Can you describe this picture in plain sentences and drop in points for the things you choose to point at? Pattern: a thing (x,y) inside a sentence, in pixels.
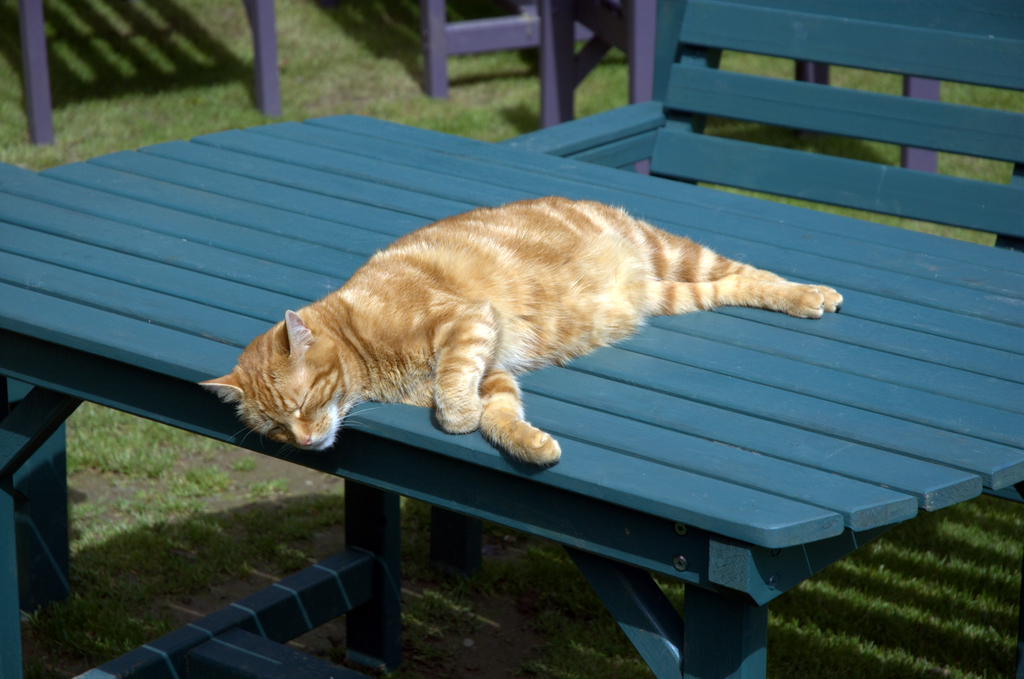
On this table (823,368) a cat (418,319) is sleeping. We can able to see a bench (871,127) and grass (181,126). This table (827,346) and this bench (814,106) is in blue color. Grass (124,117) is in green color.
